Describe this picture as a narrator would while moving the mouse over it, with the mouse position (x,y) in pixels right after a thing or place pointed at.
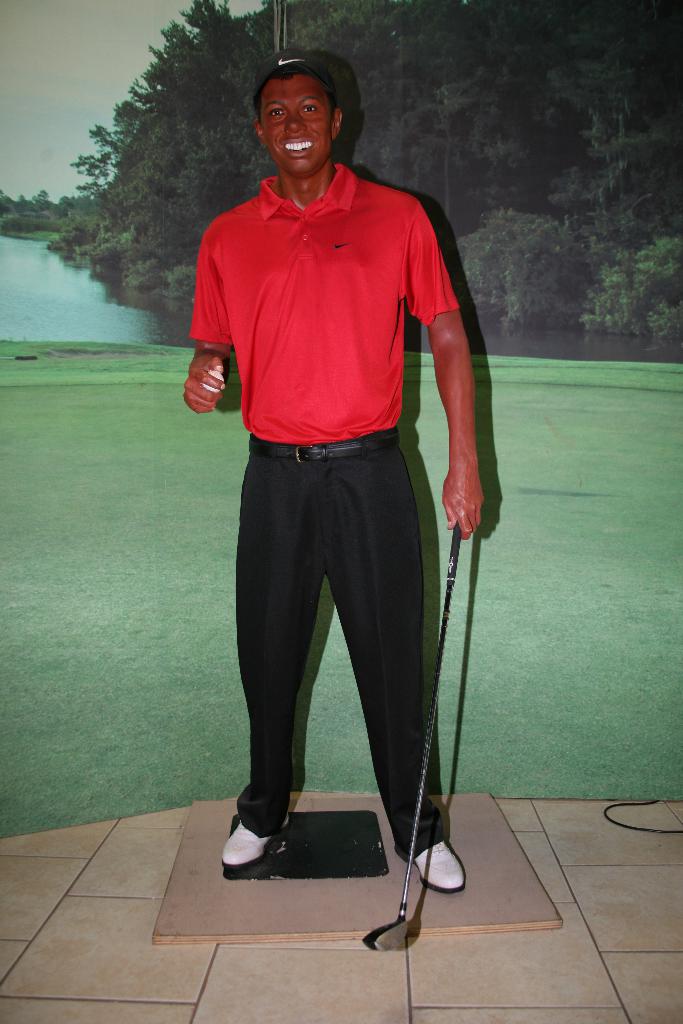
In this image in the center (285,544) there is one statue of a person (282,573), and in the background (488,368) there is a board (502,317) and in the board (175,265) there is a pond (96,298), trees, grass (516,562) and sky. And at the bottom (263,944) there is floor (559,841) and there is a wire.
